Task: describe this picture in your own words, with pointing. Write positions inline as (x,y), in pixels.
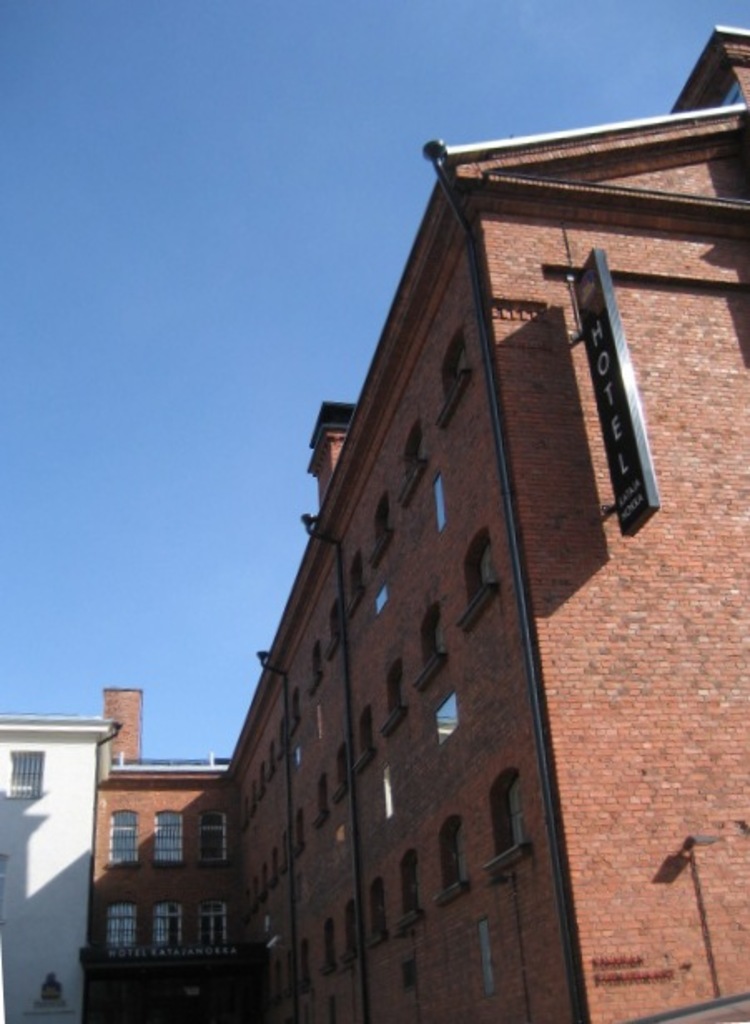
In this image we can see some buildings (251,850) which are in red and white color and top of the image (272,112) there is clear sky (216,265).
